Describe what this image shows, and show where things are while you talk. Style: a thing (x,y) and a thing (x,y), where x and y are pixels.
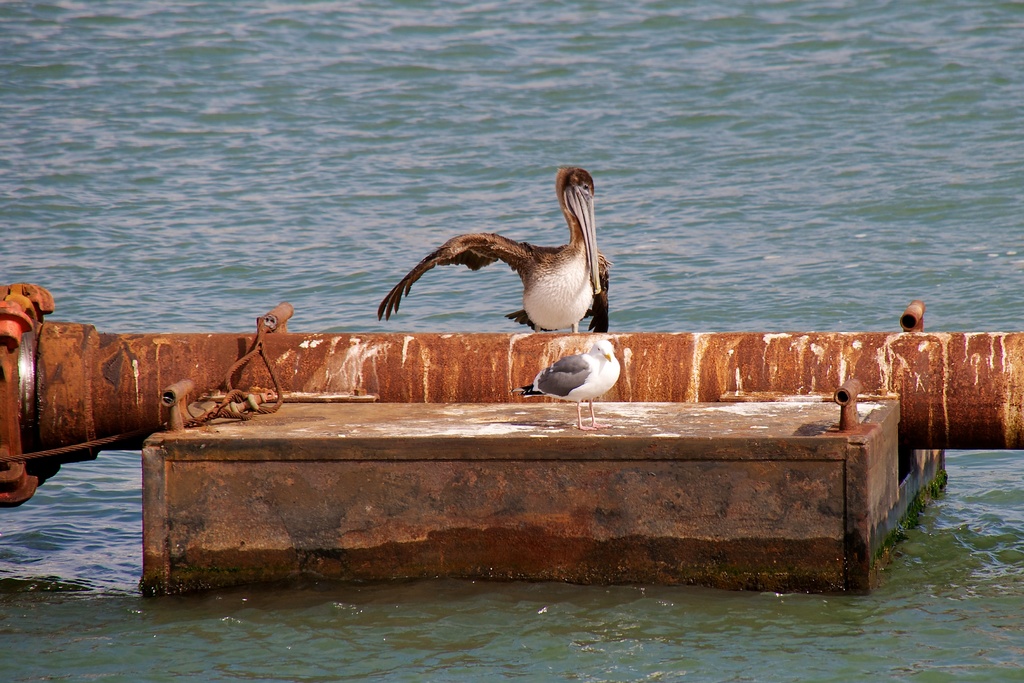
In this picture we can see a pipe (801,380) in the middle (535,359), at the bottom (664,622) there is water (624,630), we can see two birds (580,291) are standing in the middle (583,312).
